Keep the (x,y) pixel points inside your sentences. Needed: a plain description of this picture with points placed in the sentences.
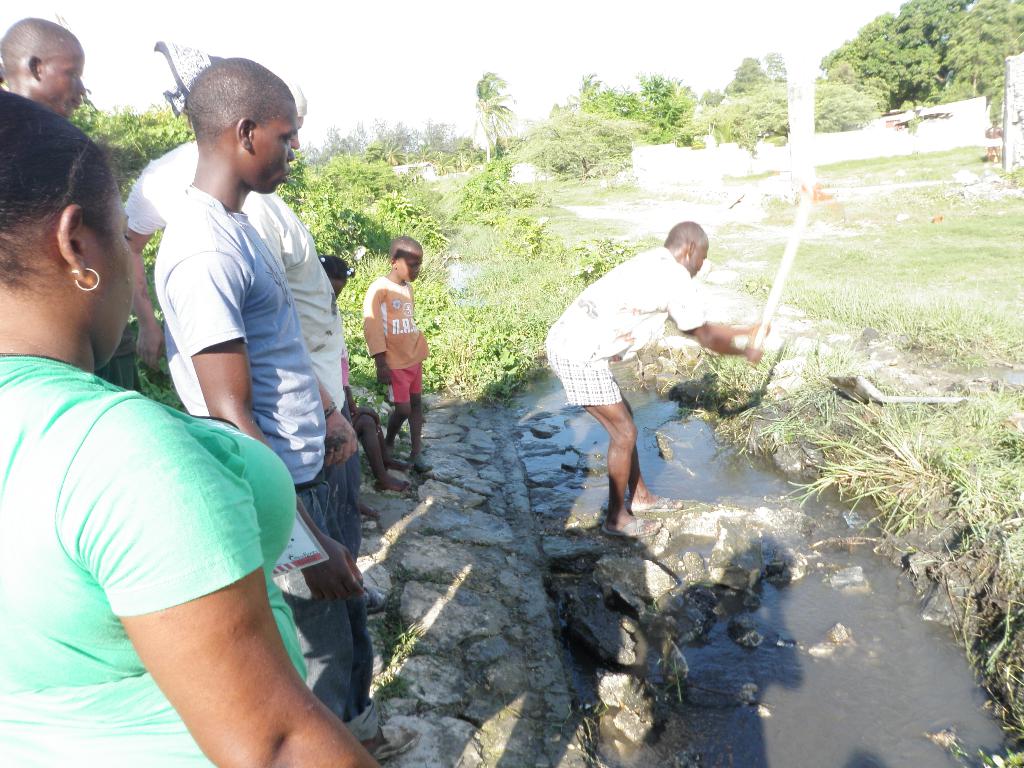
On the left side of the image (189,498) we can see some people (242,444) are standing. In the middle of the image (665,304) we can see a person (630,414) is standing on the rocks (685,560) and holding something in his hands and some trees (549,167) are there. On the right side of the image (900,616) we can see some water body (895,728), grass (920,330) and trees (886,92).
